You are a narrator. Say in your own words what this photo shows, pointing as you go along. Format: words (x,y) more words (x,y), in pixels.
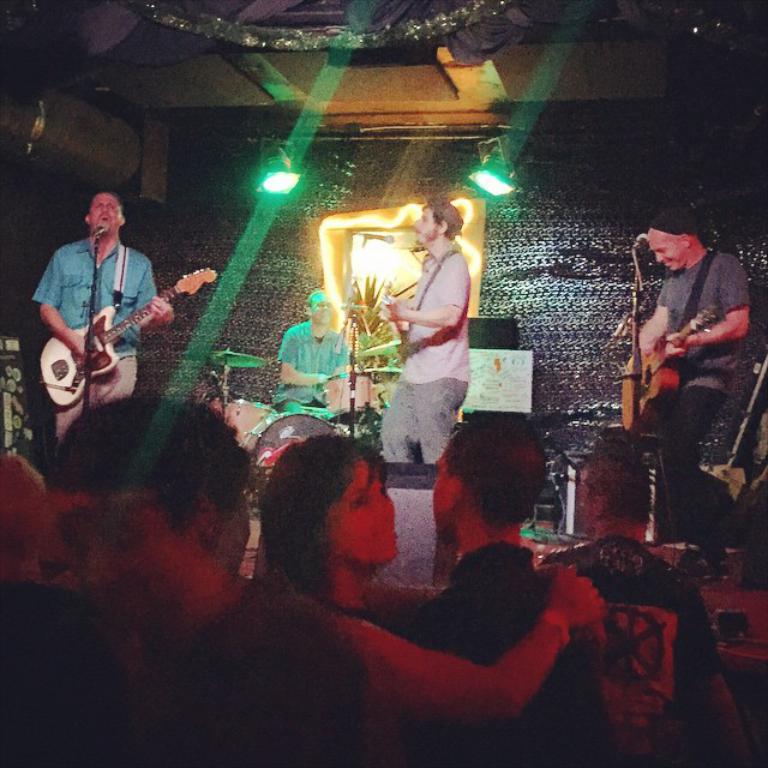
This 3 persons (673,273) are standing on a stage (673,520) and playing a musical instruments (674,379). This person (298,367) is sitting on a chair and plays a musical instrument (258,406). These are focusing lights (287,179) on top (489,174). This are audience (491,517).
